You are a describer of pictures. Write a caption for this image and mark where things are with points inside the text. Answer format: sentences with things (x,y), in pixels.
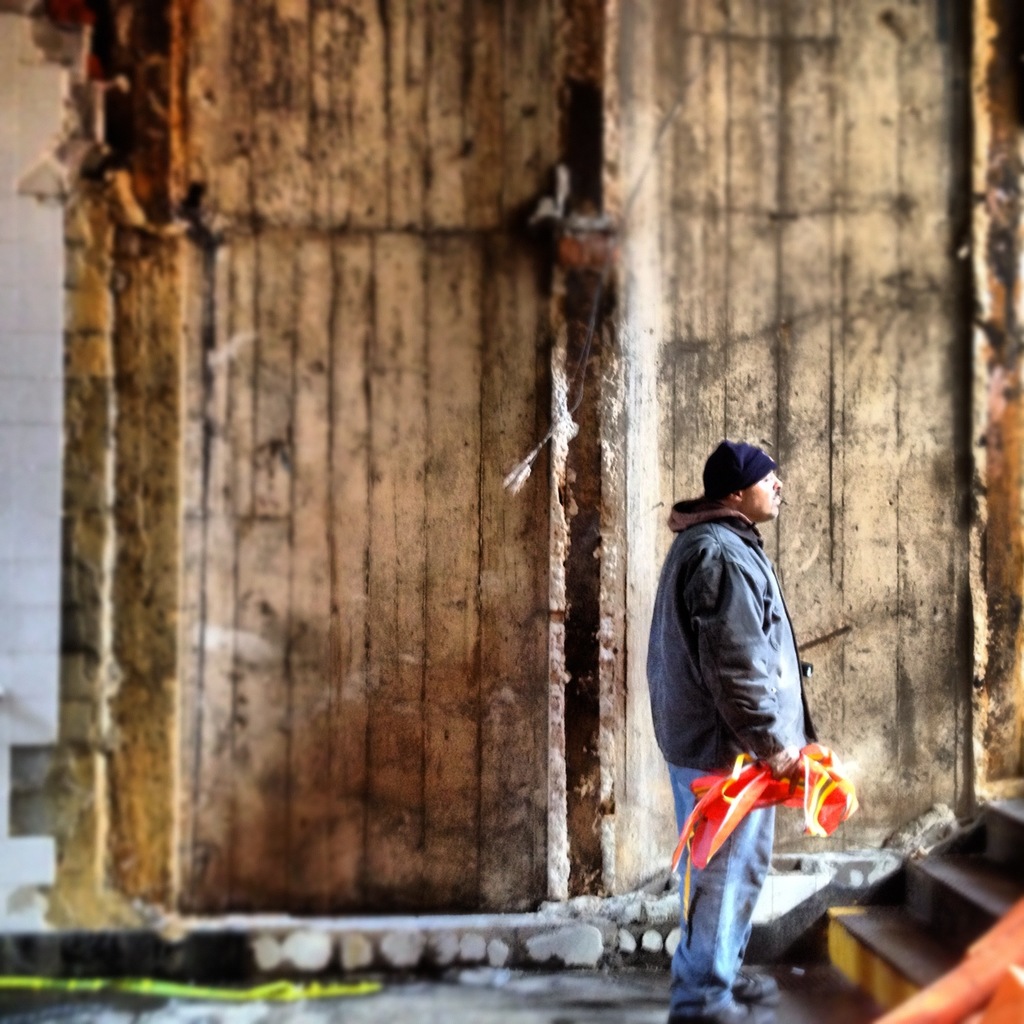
In this image we can see one wall (35,778) in the background (13,702), few objects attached to the wall (279,955), two objects (937,993) on the ground (640,982), one staircase (840,907), one man (719,953) standing and holding an object (762,774) near the staircase (1018,855).
